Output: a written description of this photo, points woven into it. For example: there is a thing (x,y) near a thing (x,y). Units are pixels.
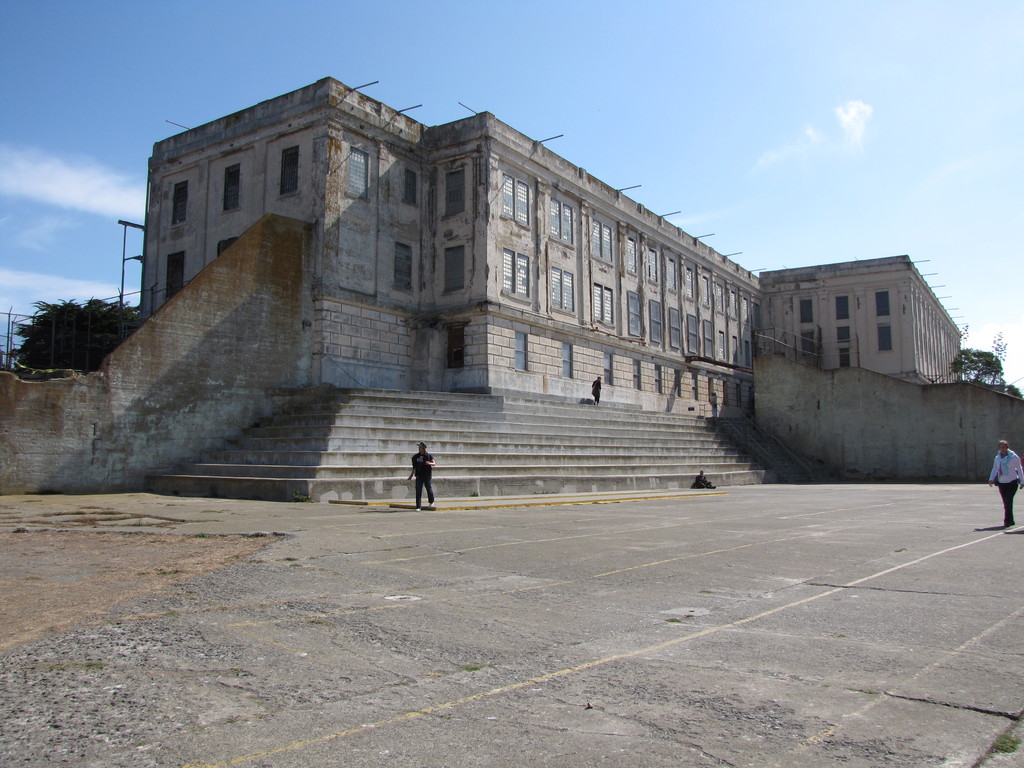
This image consists of a building (621,271) along with windows (706,322). In the front (363,441), there are steps (392,480). At the bottom (534,669), there is a road (570,628). There are four people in this image. To the left (42,362), there is a tree (56,340). At the top (171,56), there is sky (141,69).
